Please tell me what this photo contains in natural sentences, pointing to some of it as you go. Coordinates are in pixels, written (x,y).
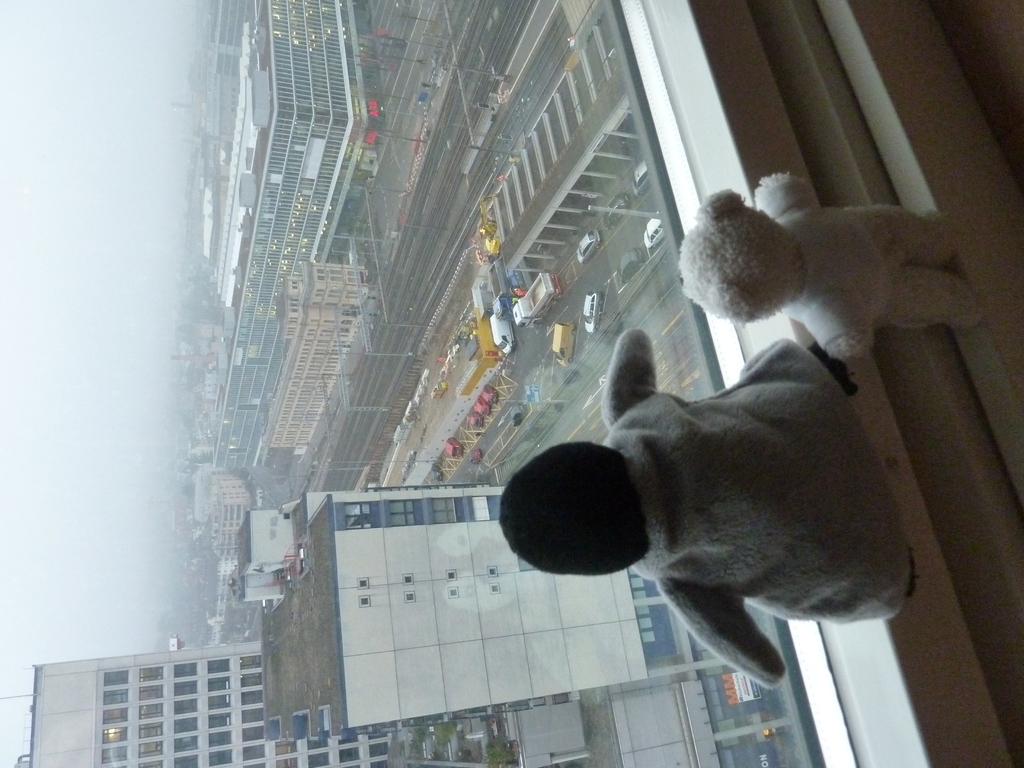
In this image I can see buildings (383,646) and I can see vehicle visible in the middle (588,305), and the vehicle (630,259) parking on the road (585,359), in the right side (890,245) I can see two toys (822,345) kept on the wall (889,199), at the bottom (205,735) I can see the building (526,735).
